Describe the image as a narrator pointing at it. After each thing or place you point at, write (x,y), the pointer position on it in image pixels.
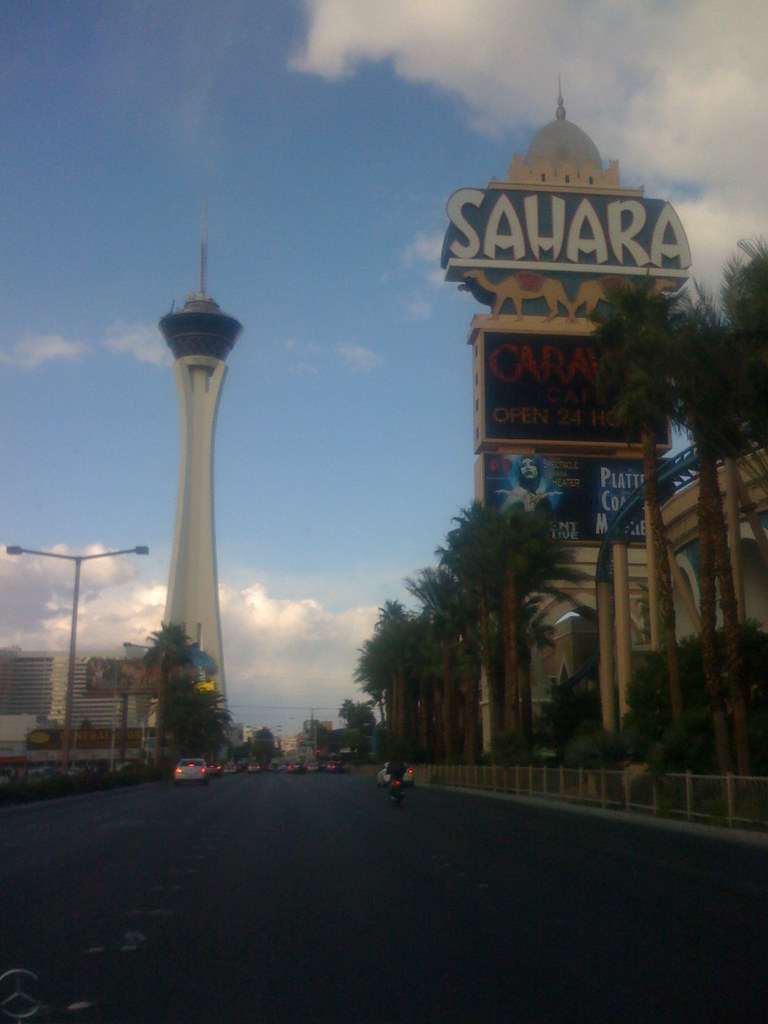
In the picture we can see a road (345,964) and far away from it, we can see some vehicles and some trees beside the road (314,868), pole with lights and tower building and on the other side, we can see some building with a board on it with a name SAHARA and in the background (281,438) we can see the sky (322,475) with clouds (704,24).
